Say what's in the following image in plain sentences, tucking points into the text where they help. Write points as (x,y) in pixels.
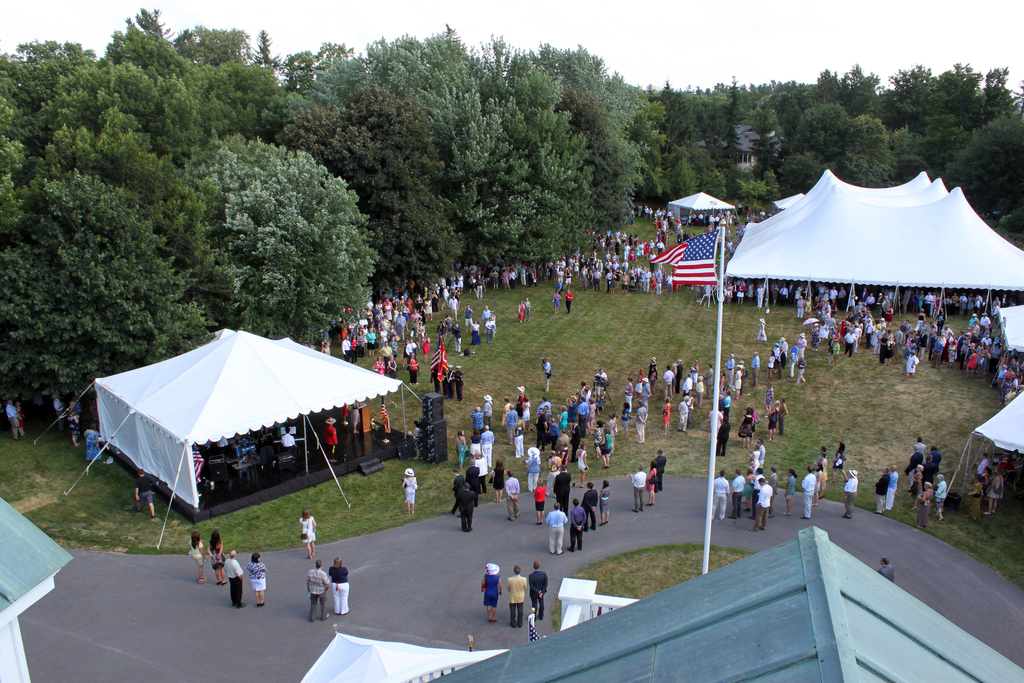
In this picture we can see a few people (460,496) standing on the path (327,556). We can see a few tents (316,371). There are a few objects (219,474) and some people (289,440) are visible in the tent (304,426) on the left side (280,465). We can see some things (3,666) at the bottom of the picture (655,610). There are a few trees (795,186) and a house (749,162) visible in the background (684,185).
